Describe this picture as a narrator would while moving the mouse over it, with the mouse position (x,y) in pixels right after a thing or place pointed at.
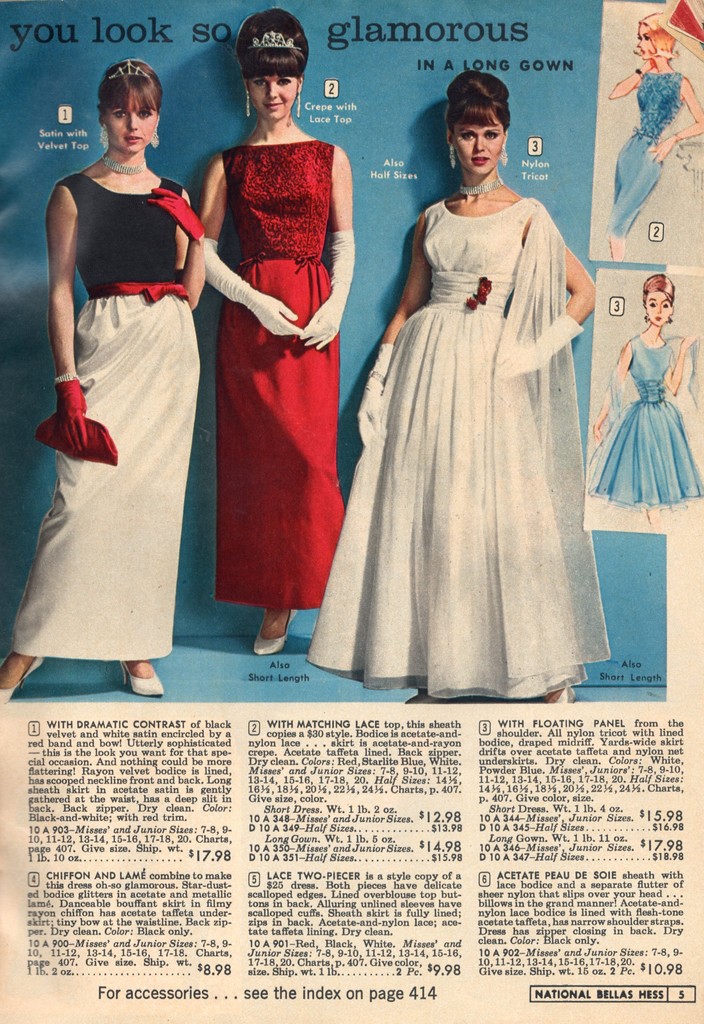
In this image we can see a paper (314,760) with the text (359,773) and also the images (280,133) of the women (415,497).
